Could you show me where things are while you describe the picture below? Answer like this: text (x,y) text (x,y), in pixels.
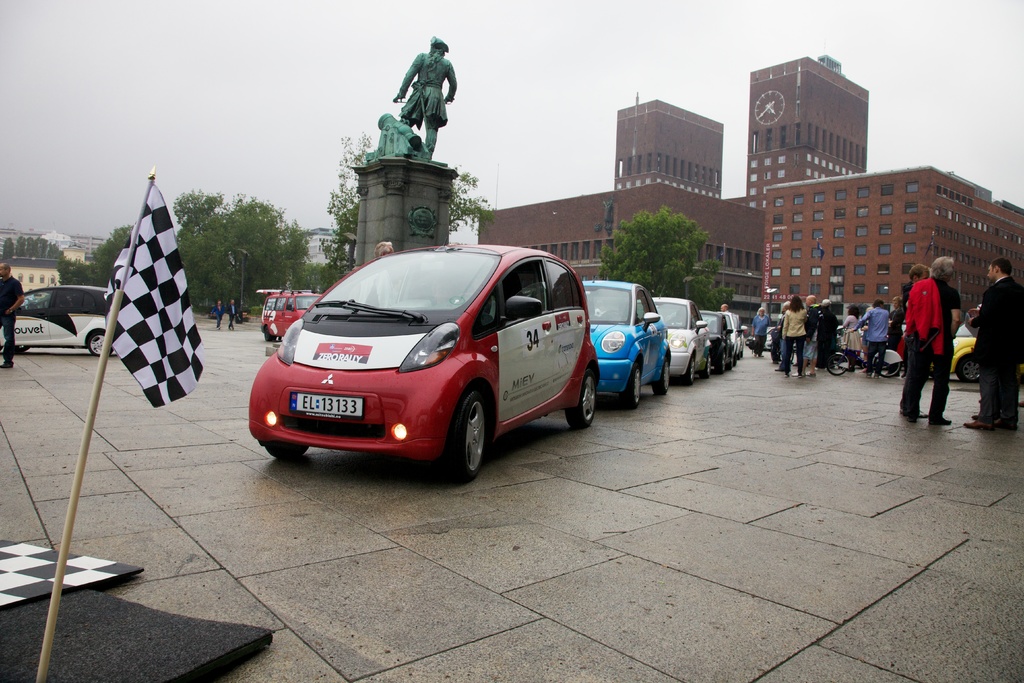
In this image, we can see people (855,343), vehicles (424,307) and there is a statue (415,142). In the background (754,257), there are buildings (681,172), trees (215,237), poles (245,251) and we can see a flag (131,303). At the bottom (81,566), we can see some black objects (117,609) on the road (541,578). At the top (235,82), there is sky (210,95).
